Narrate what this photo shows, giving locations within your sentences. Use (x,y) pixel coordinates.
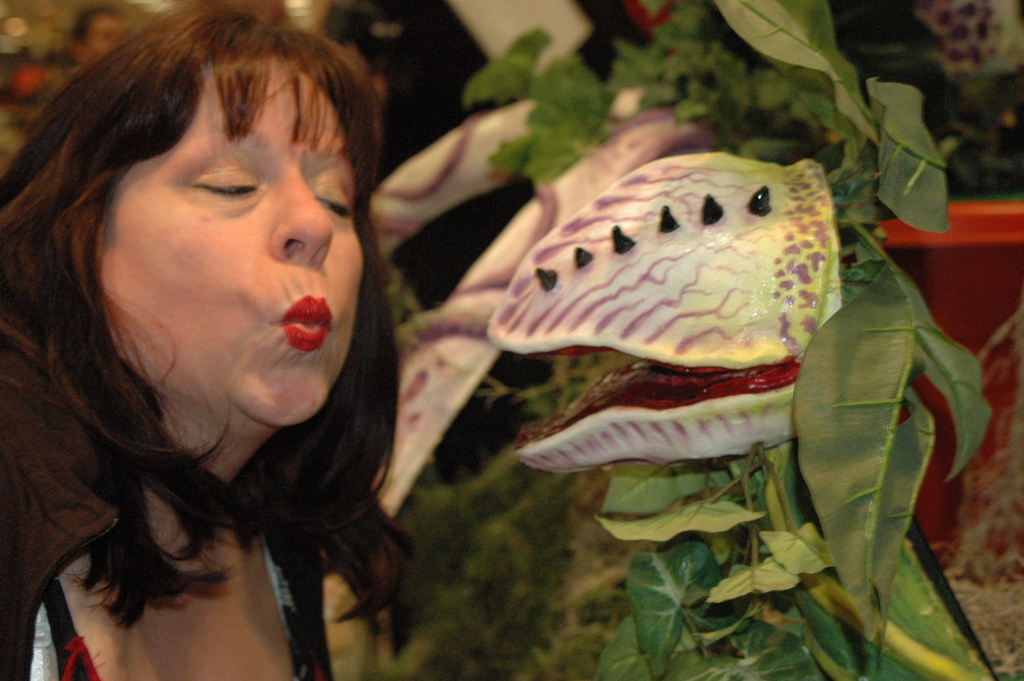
In the left side (24,356) a woman (113,399) is showing different action with her mouth (317,345), in the right side (763,530) there are leaves (816,447).
